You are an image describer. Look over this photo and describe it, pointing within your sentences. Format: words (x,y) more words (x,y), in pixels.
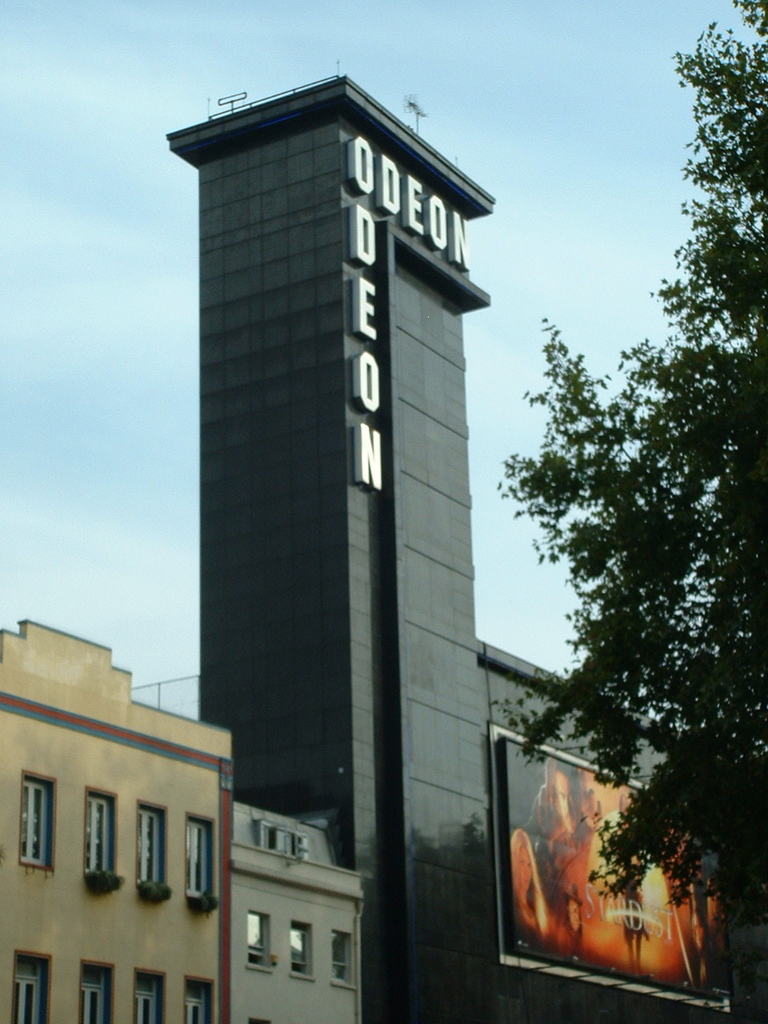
In this image we can see three buildings (388,903), One is in yellow color, the other one is in white color and third one is in black color. And one banner (568,872) is attached to the black color building (476,699). Right side of the image (700,558) tree (716,444) is present. The sky (79,130) is in blue color.
